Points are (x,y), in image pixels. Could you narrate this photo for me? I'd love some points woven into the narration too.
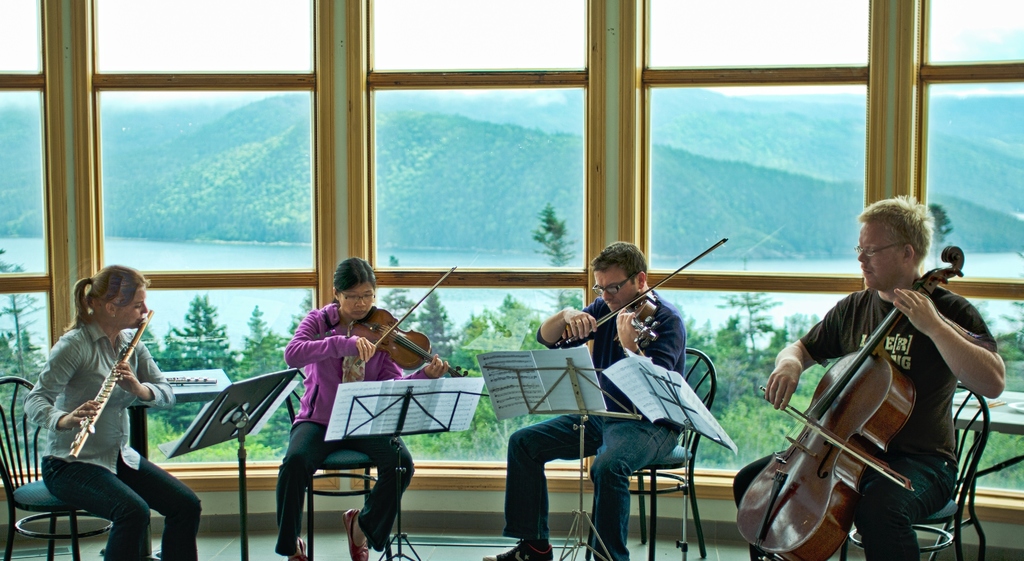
In the image we can see four persons (56,408) sitting on the chair (701,388) and holding musical instruments (840,369). And back we can see hill (751,143), glass (766,171), water (222,256), trees (283,365), grass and plant (282,428).
